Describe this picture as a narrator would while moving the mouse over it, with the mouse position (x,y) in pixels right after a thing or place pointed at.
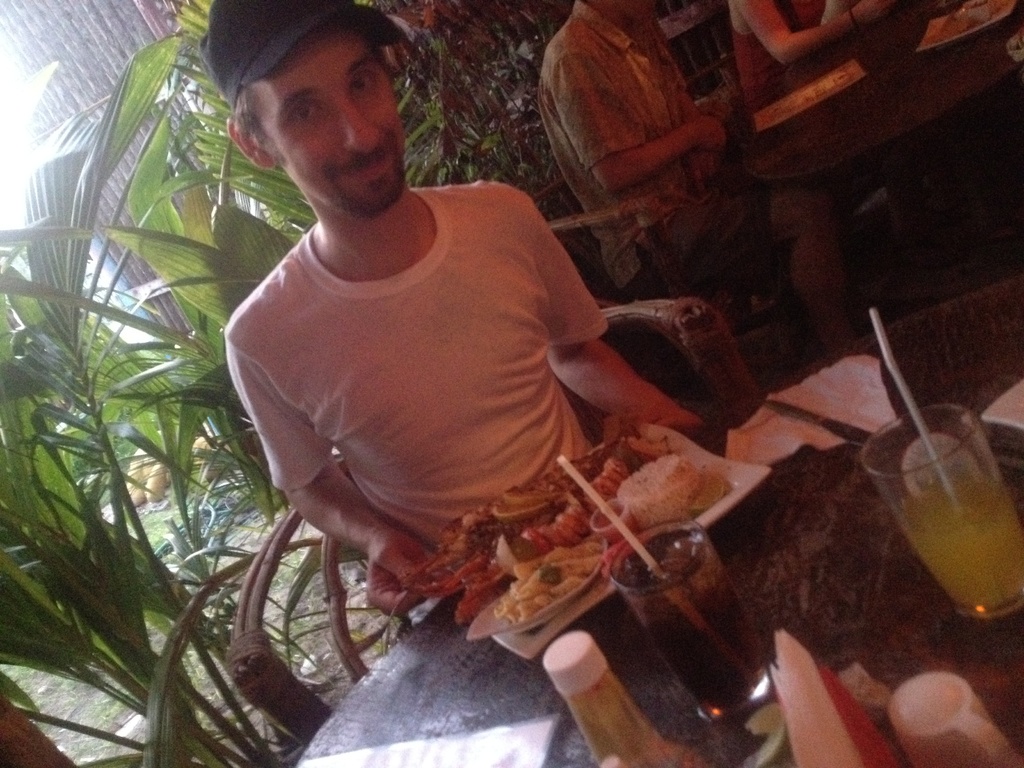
In the image there is a man (397,148) in black cap (296,44) and white t-shirt (456,372) sitting in front of table (696,730) with glasses (713,638), bottles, plate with food (440,560) and tissues (860,391) on it, in the back (683,100) there are few people (695,189) sitting around table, behind them there are plants (169,357).
